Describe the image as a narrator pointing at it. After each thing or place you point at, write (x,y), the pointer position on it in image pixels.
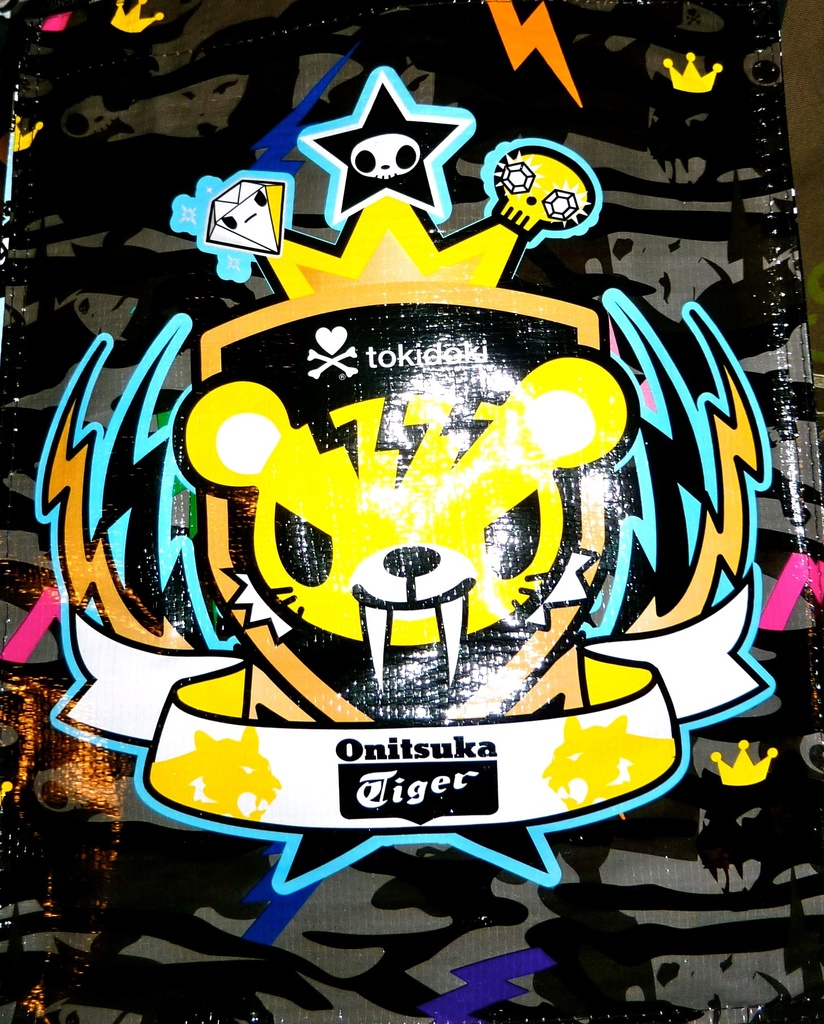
In this image there is one logo cover (428,469) as we can see in middle of this image (360,452).
